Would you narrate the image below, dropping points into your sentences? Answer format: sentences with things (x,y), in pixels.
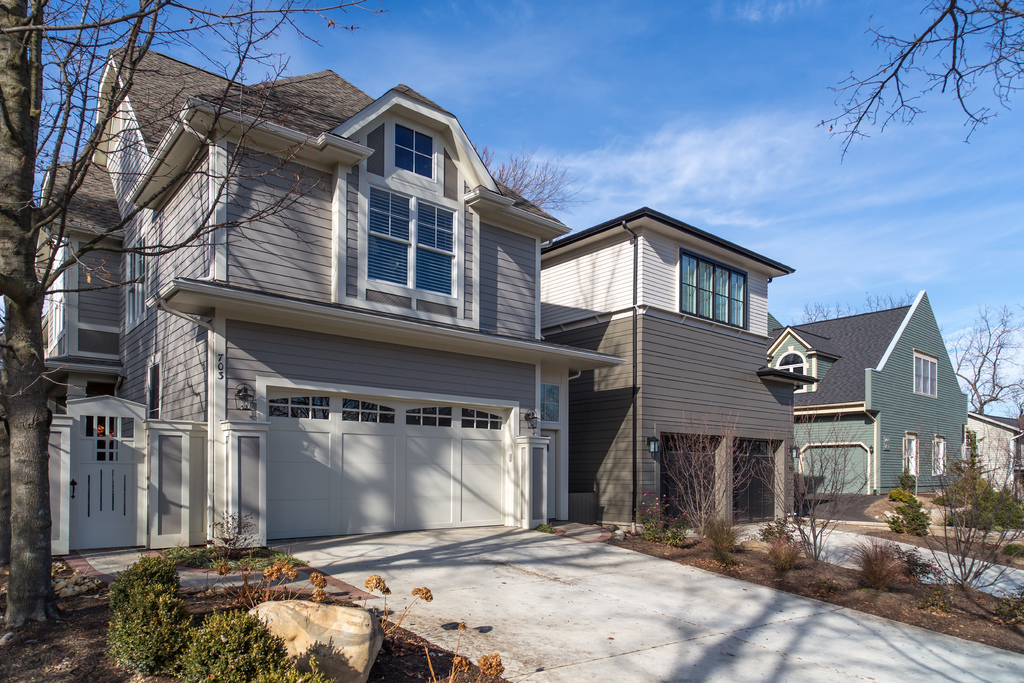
In this picture we can see buildings (794,440), there are some plants (727,535) in the front (863,581), on the left side (38,299) there is a trees (23,305), we can see the sky (715,84) at the top of the picture (629,100).
